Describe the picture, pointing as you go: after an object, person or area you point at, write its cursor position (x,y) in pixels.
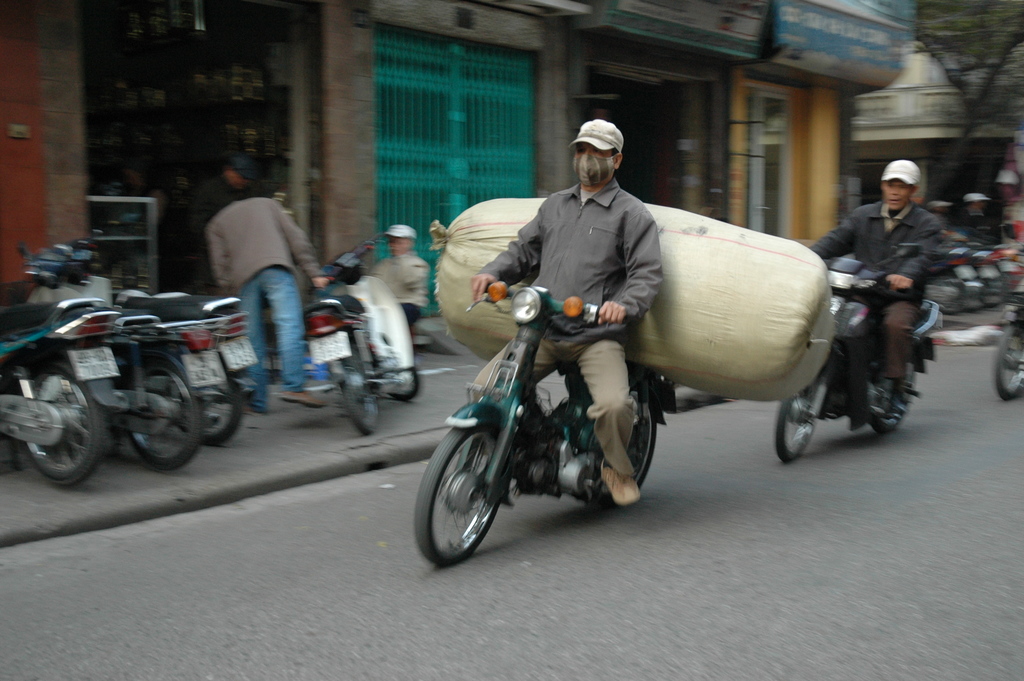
In this picture there is a man (546,350) riding a bike (523,441), holding a luggage (680,270) behind him. There are some motorcycles (126,409) Parked here. In the background (847,357), there is another one riding a scooty (871,313). We can observe a building (587,68) here.
